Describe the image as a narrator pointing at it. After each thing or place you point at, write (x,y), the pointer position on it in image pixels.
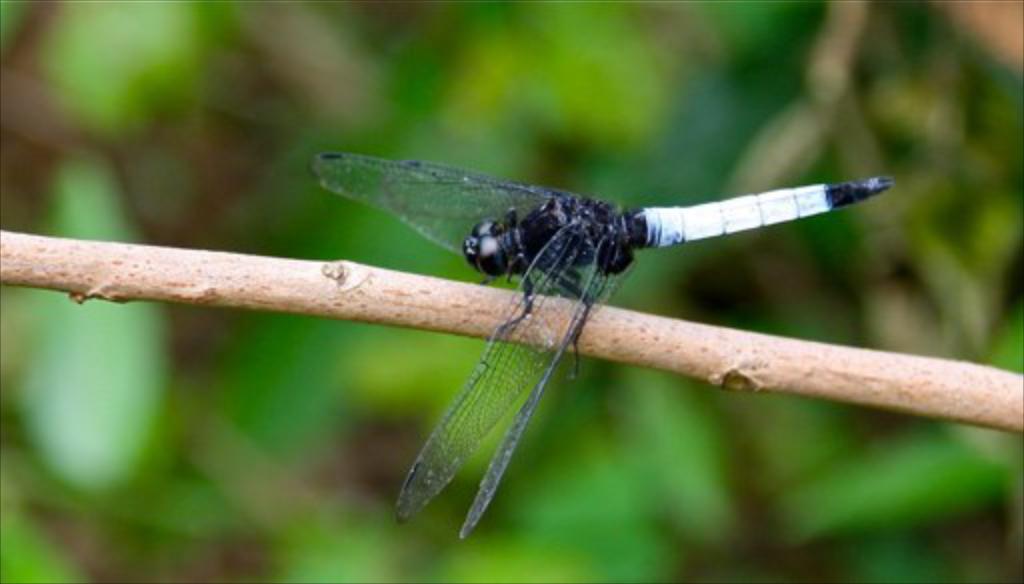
In this image we can see an insect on the stem (642,340) of a plant (653,327).
